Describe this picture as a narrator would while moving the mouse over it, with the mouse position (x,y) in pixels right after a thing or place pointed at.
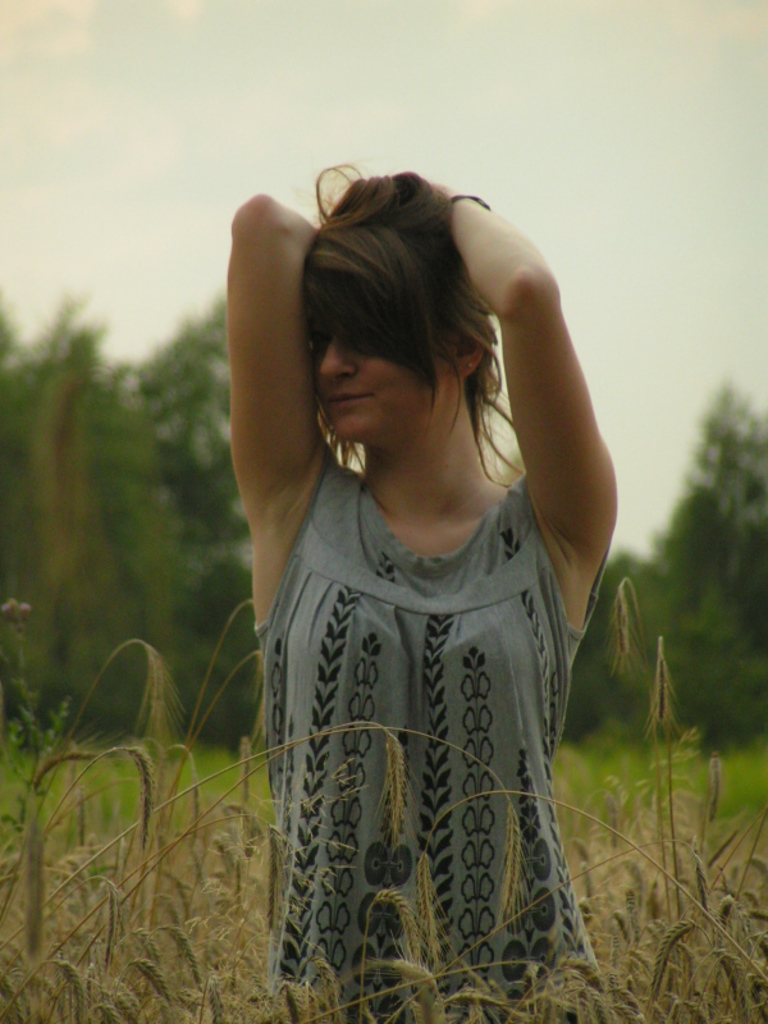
In this image we can see a woman (431,744) is standing. She is wearing a grey color top (488,613). At the bottom of the image (86,860), we can see plants (131,822). In the background (93,549), we can see trees (739,602). At the top of the image (252,86), we can see the sky (737,151).
